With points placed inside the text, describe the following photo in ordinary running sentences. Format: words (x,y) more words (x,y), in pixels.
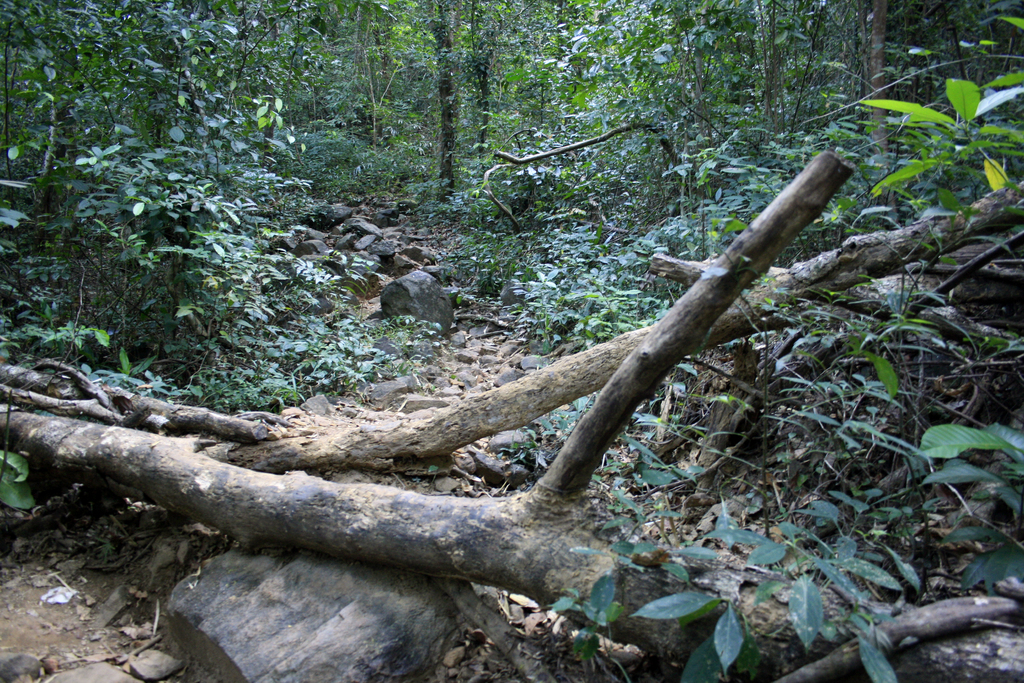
In this image we can see trees (66,169), plants (288,275), wood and stones (376,247).
